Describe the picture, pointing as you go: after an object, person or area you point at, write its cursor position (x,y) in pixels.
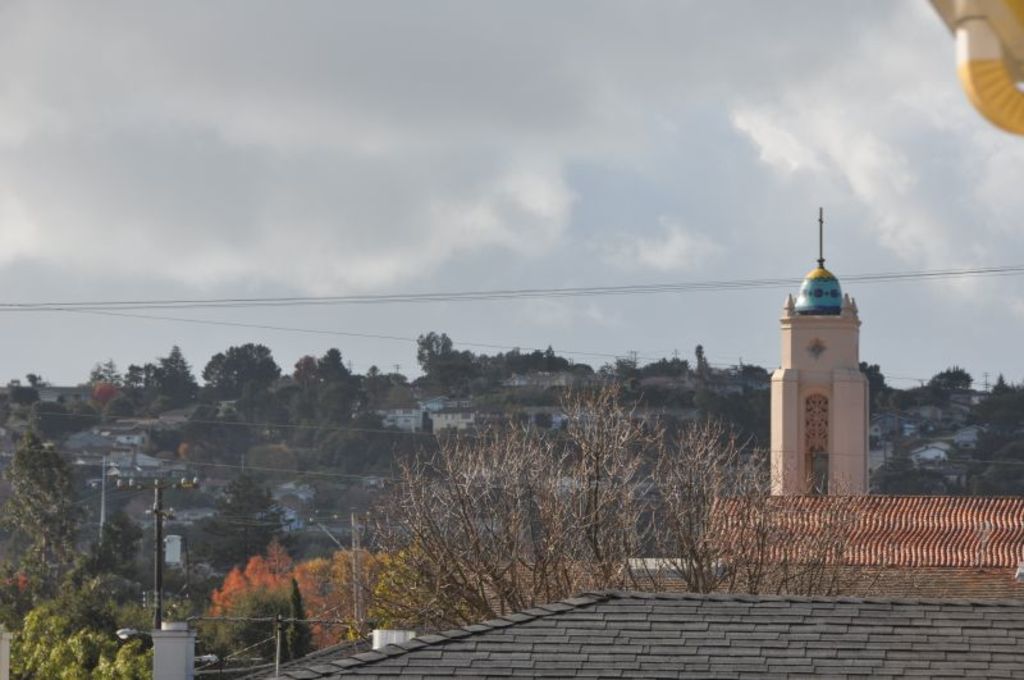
In this image there are trees (392,578), buildings (714,611), electric poles (353,580) with cables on it, at the top of the image (227,186) there are clouds (493,268) in the sky (636,143).
